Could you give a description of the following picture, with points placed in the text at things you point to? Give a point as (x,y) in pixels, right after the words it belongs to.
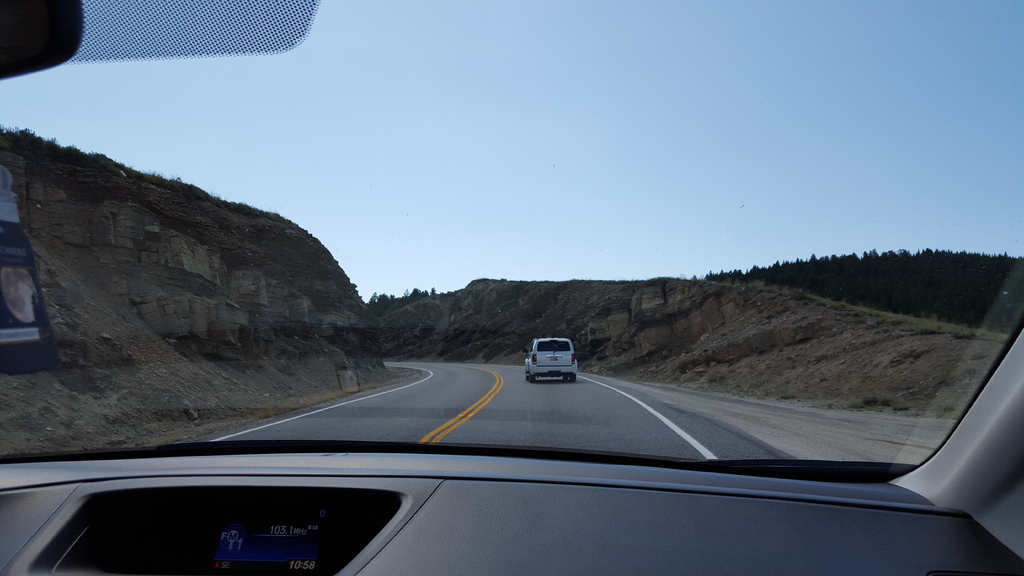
The picture is taken inside a vehicle (263,533). This is a screen (272,509). through the glass (376,311) we can see there is a car (544,346) running on the road (491,394). On both sides there are hills (537,319). In the background (938,288) there are trees (735,272). The sky (537,111) is clear.
